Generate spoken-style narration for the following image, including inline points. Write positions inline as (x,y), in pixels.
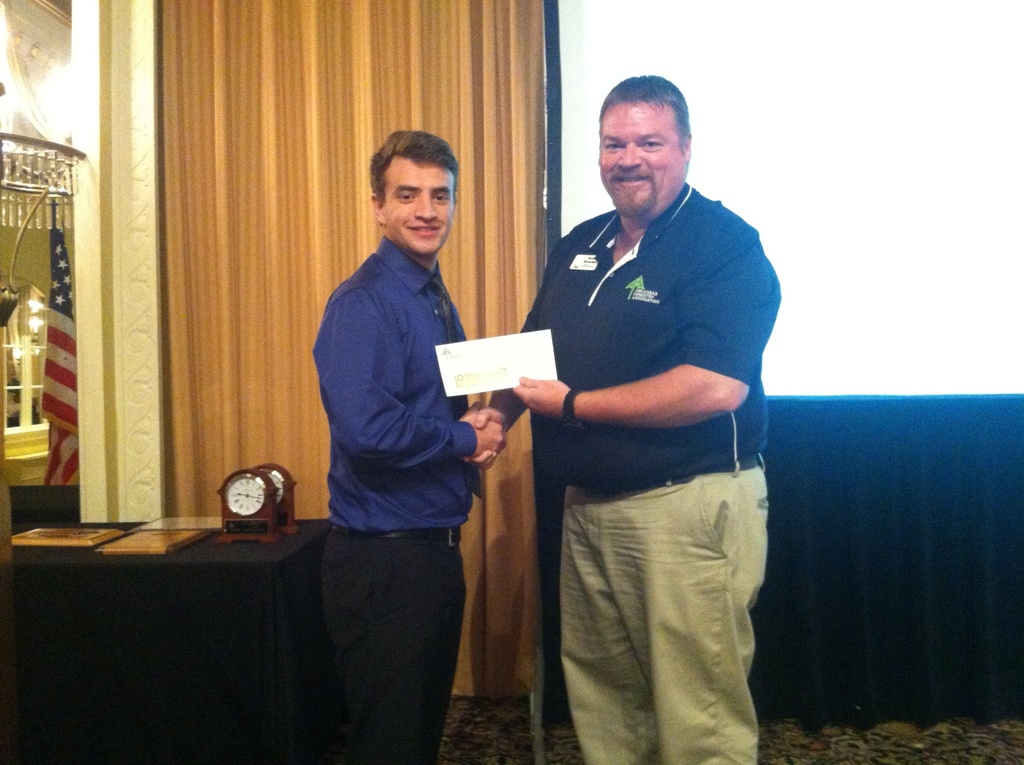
In this image I can see two persons (558,254) standing. The person (654,317) at right (690,277) wearing black shirt (674,325), brown pant (673,717) and holding a paper (446,382), the person (416,415) at left (332,415) wearing blue shirt (389,406), black pant (383,700). Background (278,246) I can see a flag (67,325) and curtain (251,111) in brown color.
